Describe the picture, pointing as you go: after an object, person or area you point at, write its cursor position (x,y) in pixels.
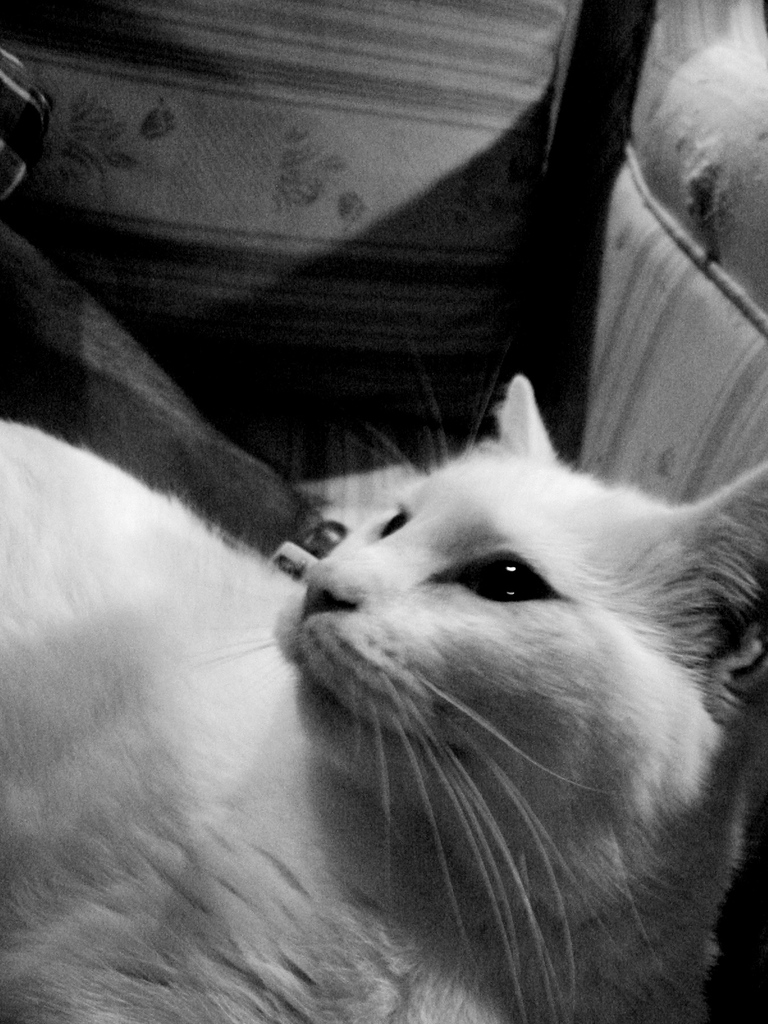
In this image we can see a cat (346,576) which is in white color.
